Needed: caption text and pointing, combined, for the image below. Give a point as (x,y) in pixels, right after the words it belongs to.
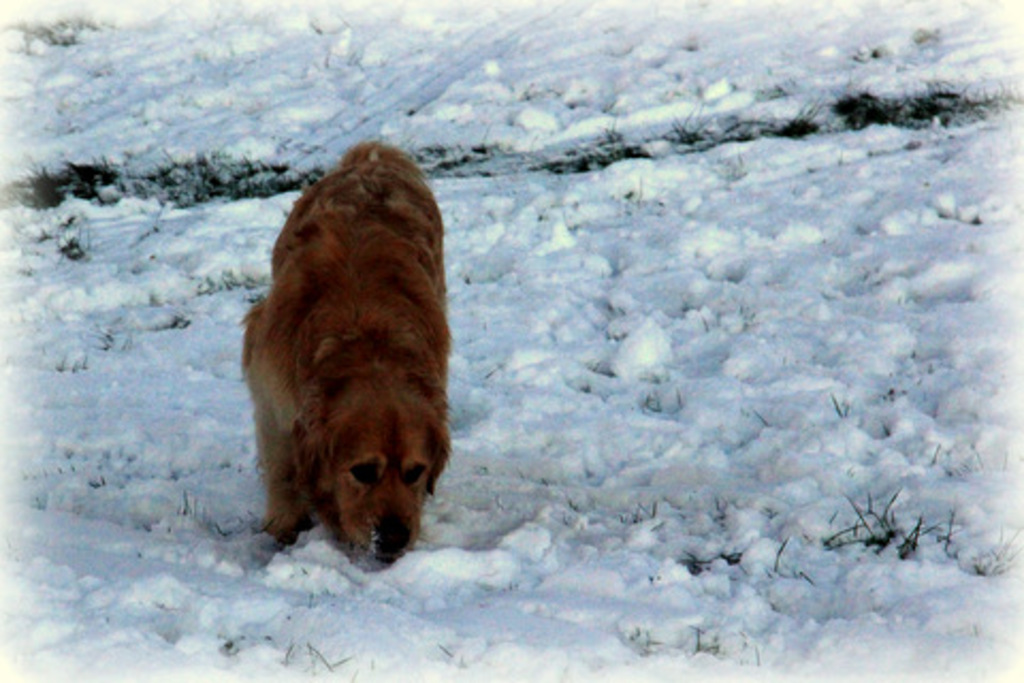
In this picture we can see an animal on the ground (561,535) and we can see snow (603,362) in the background (603,362).
